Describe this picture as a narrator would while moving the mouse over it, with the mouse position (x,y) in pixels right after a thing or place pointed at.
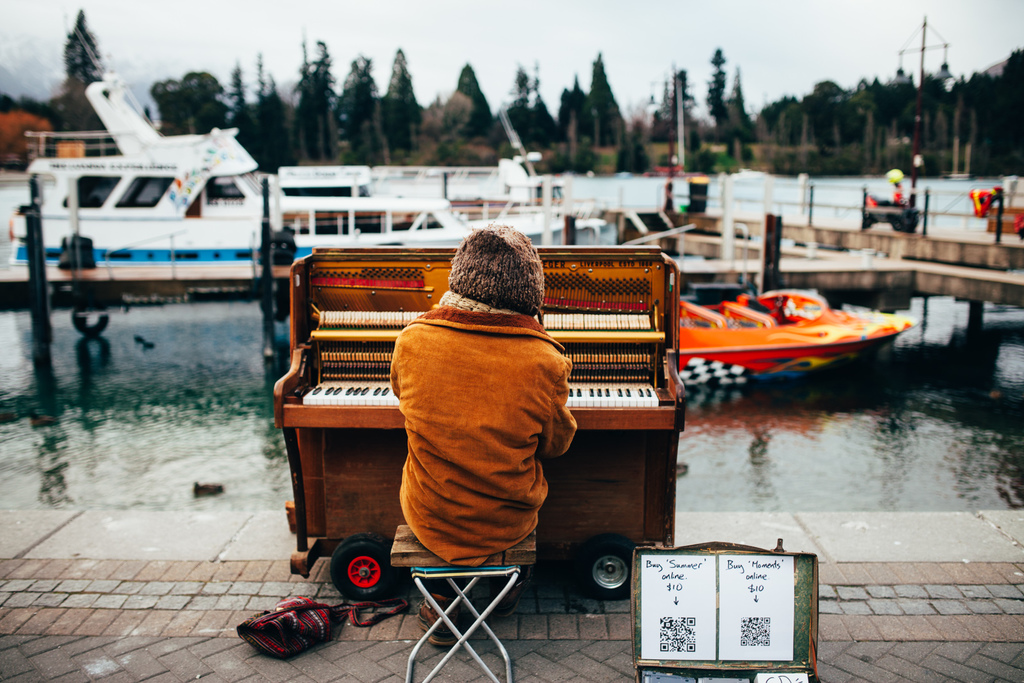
In this image I can see a man (497,462) is sitting on a stool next to a musical instrument (383,318). In the background (444,202) I can see water (742,394), few boats (469,192) and number of trees (906,141).
